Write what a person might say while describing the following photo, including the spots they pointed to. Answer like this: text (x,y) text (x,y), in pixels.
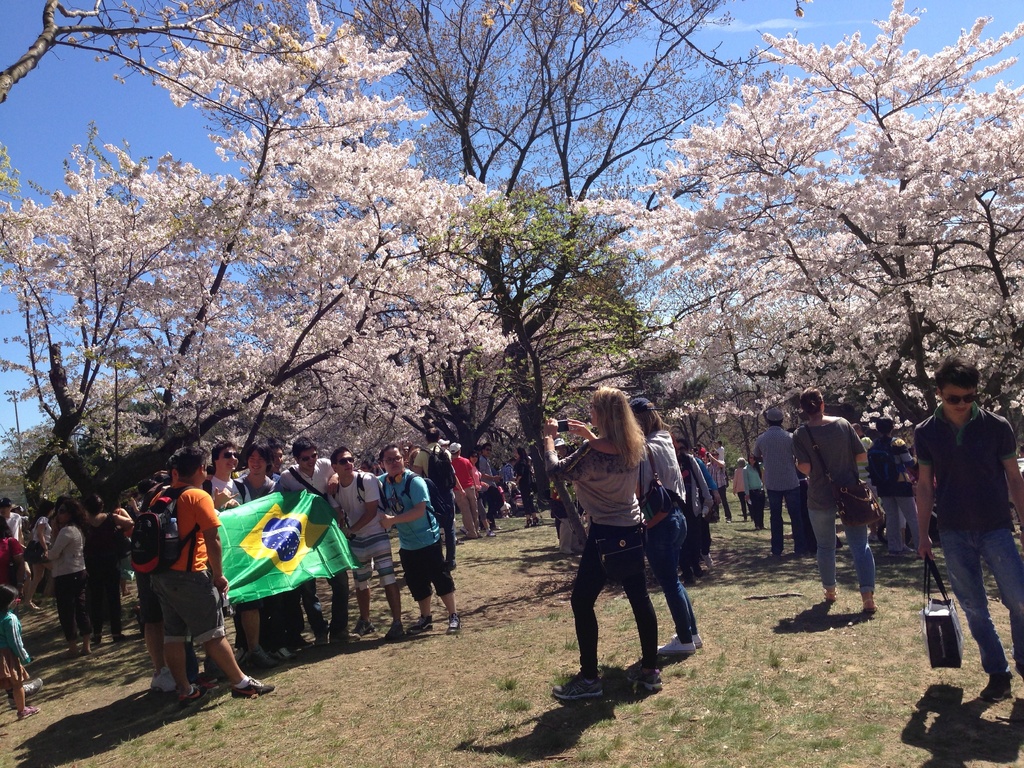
In the center of the image (424,483) there are people (361,536) standing. There are few people (357,507) holding a flag (264,556). At the bottom of the image (436,710) there is grass (453,693). In the background of the image (361,364) there are trees (442,334), sky (735,53).
